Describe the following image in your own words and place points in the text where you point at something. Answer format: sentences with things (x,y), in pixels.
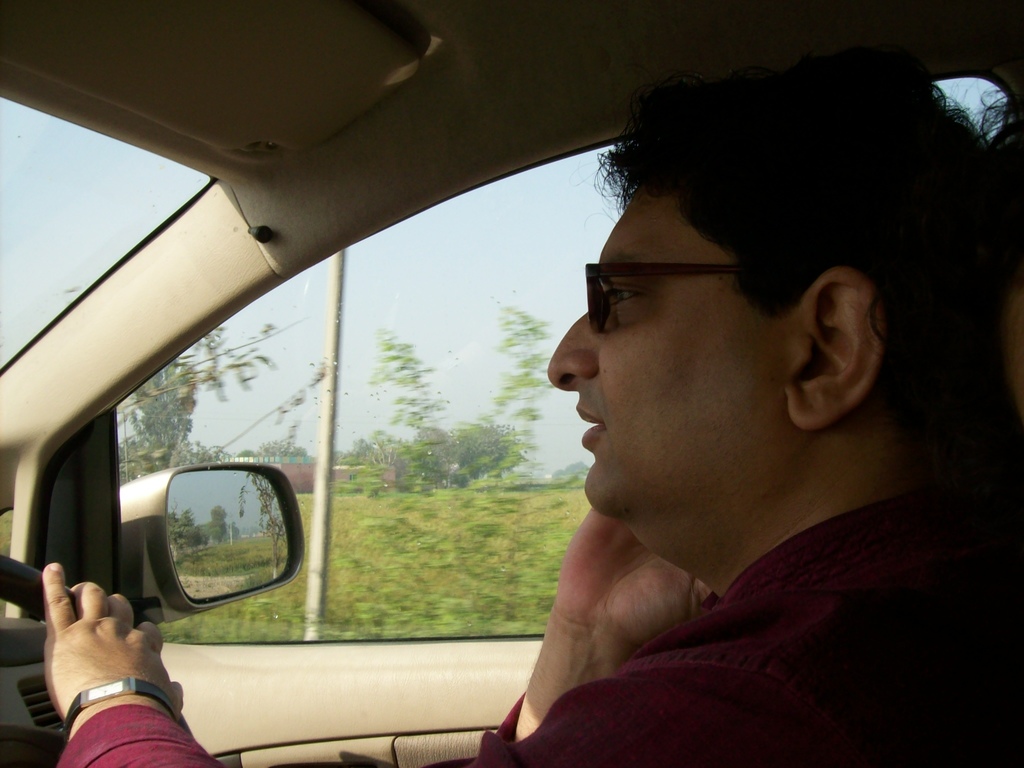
In the image we can see one person (766,314) is driving a car (13,487). And in the center (470,506) there is a mirror (276,494), pole (331,429), grass (422,532), sky (430,265) with clouds (446,285) and some trees (156,430).
